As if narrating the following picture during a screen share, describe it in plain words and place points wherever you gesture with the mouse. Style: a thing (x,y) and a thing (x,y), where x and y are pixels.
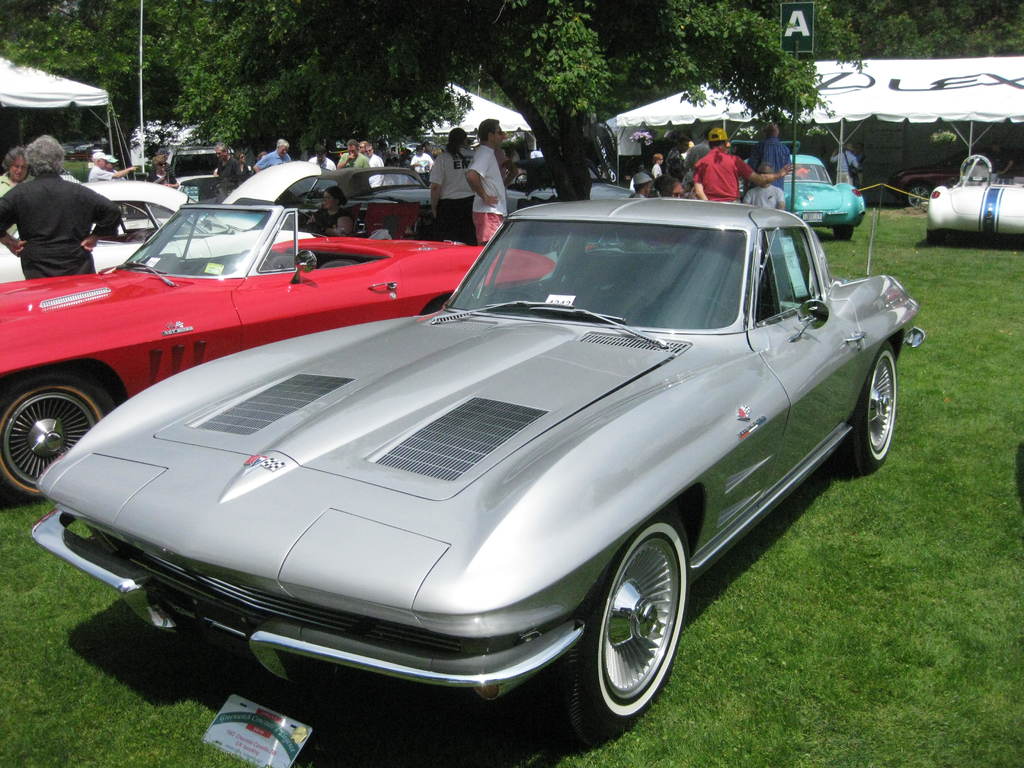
In the foreground of this image (360,410), there are cars (438,496) on the grass (743,669) and we can also see few people (426,150) standing and sitting. At the top (60,88), there are few white tents (969,58), a board (786,48), vehicles (812,170) and the trees (420,23).
